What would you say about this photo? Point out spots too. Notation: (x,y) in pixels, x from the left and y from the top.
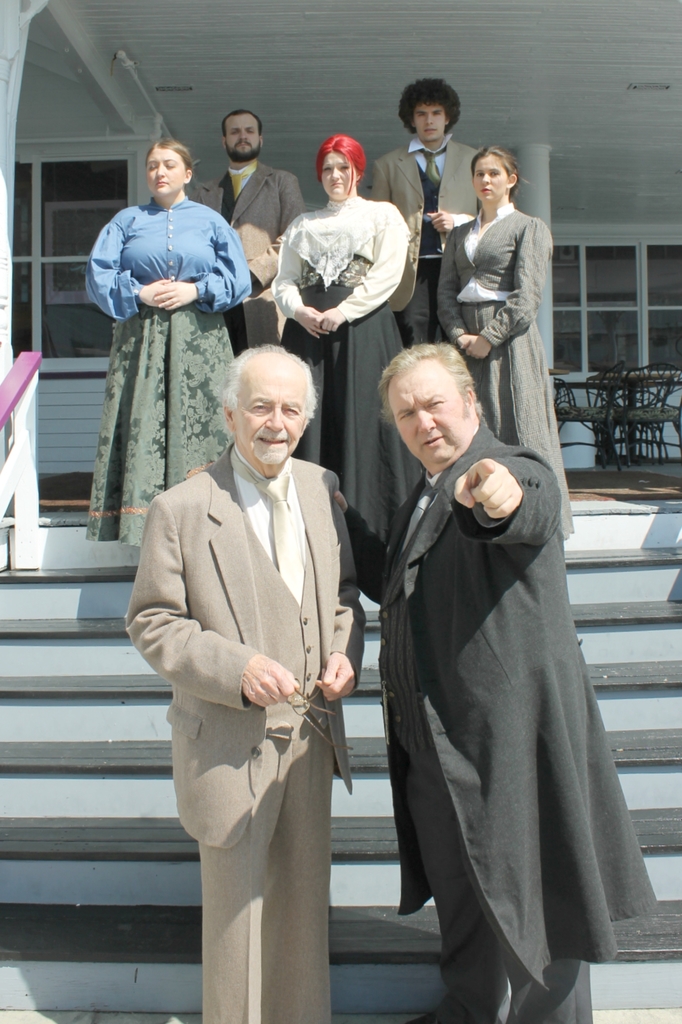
In the center of the image (253,510) we can see two persons (255,597) standing on the ground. In the background (65,782) there is a stairs (90,549), building (29,308), windows (578,312), chairs (610,389), persons (392,309) and pillar (528,194).
